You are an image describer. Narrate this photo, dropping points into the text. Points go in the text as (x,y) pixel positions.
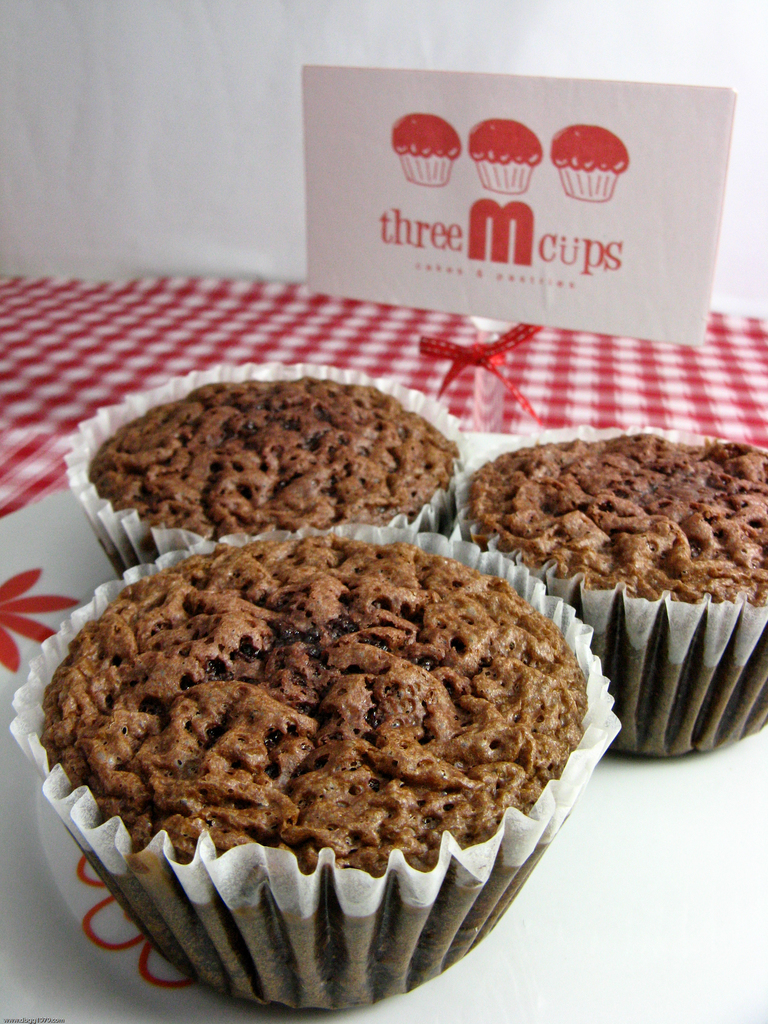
This image consists of three cupcakes (388,556) along with wrappers (260,927) are kept on a plate (154,954). The plate (74,566) is kept on a table (291,331). In the back (505,166), there is a small board (450,250). In the background (281,15), there is a wall (655,72). The table (15,471) is covered with a red cloth (0,420).
